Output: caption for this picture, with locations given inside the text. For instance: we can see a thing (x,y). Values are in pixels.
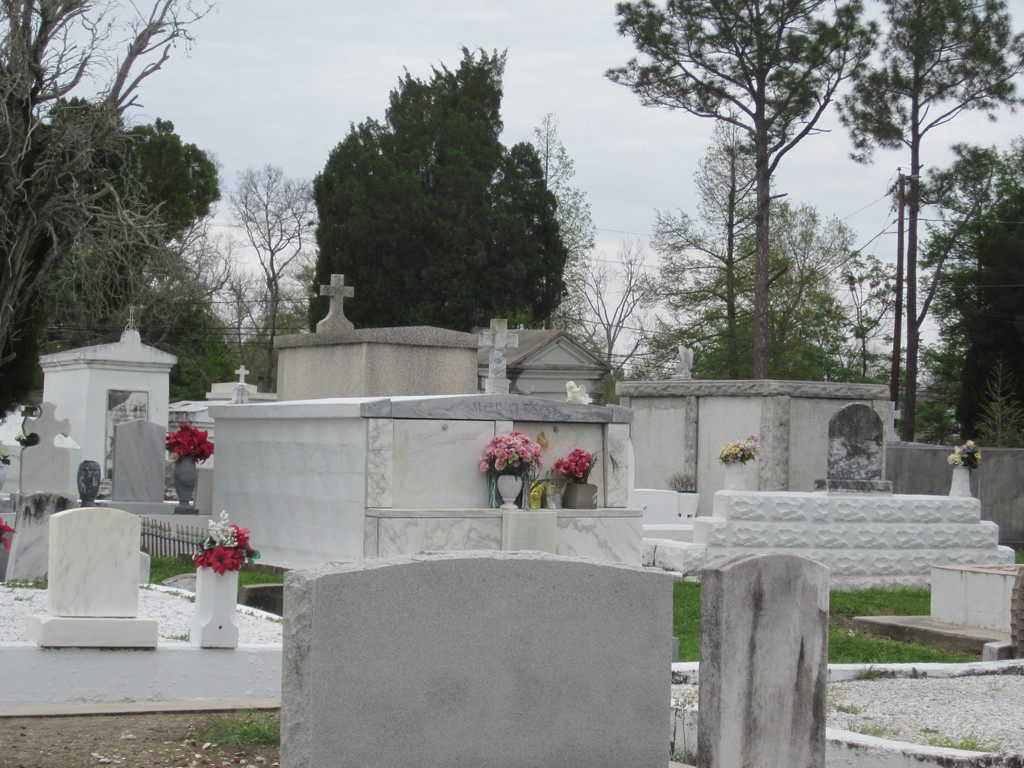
This is a picture of a graveyard (634,470), where there is grass (911,599), plants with flowers (748,457), trees (707,352), and in the background (550,171) there is sky (585,90).
